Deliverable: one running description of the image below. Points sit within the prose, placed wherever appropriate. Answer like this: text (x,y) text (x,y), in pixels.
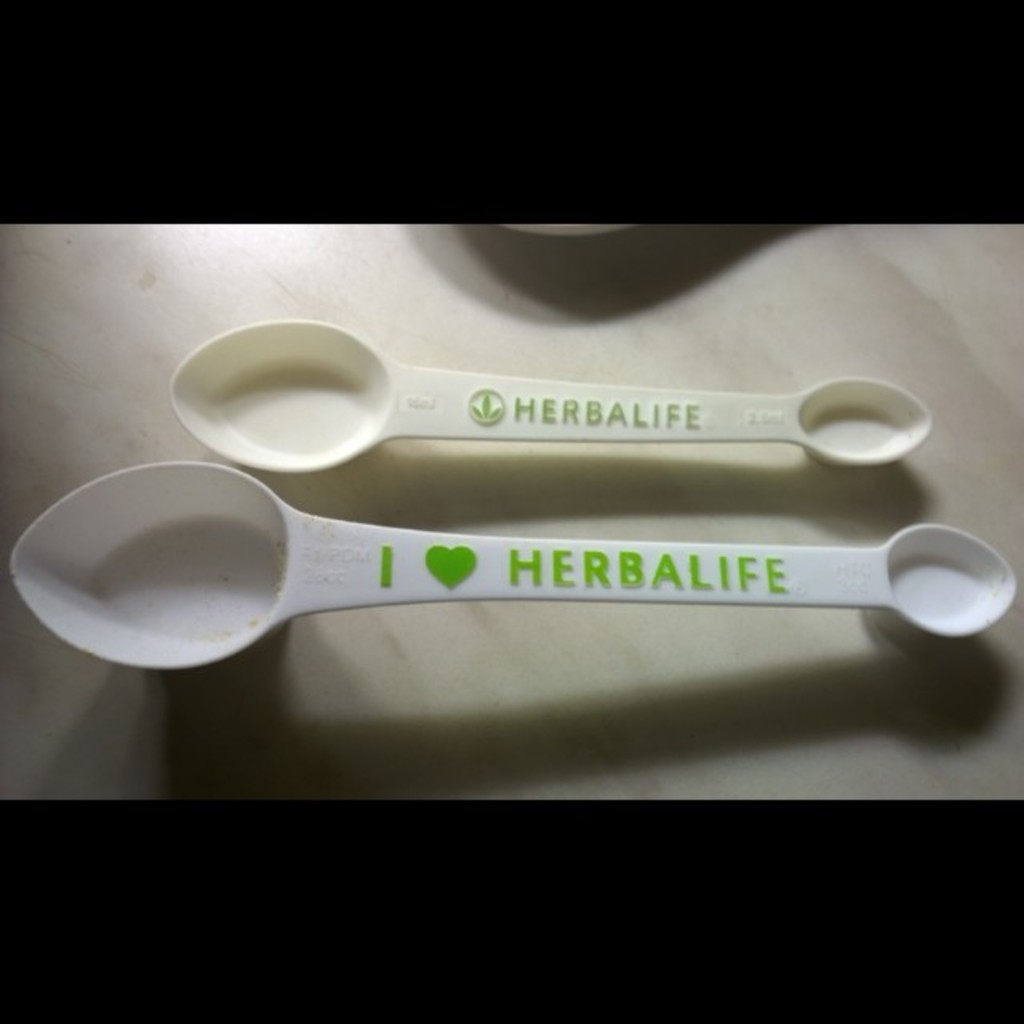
In the center (656,604) we can see table (668,338). On table (309,629), there is a spoon (264,616) written as "Herbalife".
